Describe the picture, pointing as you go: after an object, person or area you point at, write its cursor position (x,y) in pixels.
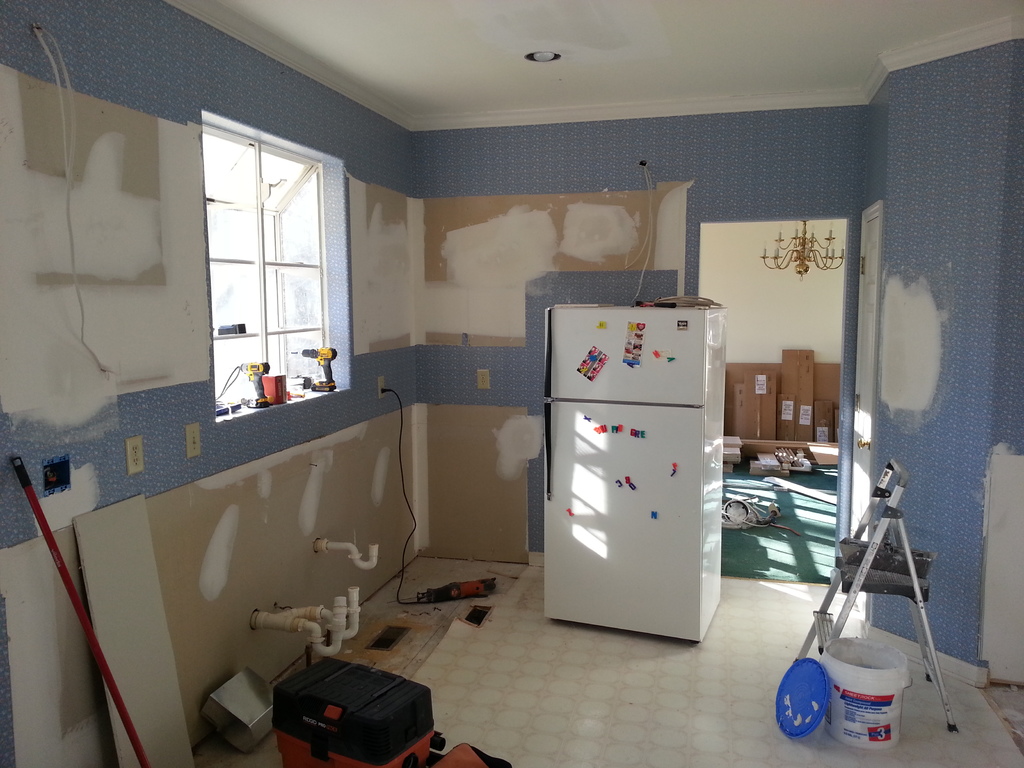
This is an inside view of a room (616,706). Here I can see a refrigerator (589,474), bucket (857,683), a metal stand (889,522), boxes (758,417) and some other objects (224,714) are placed on the floor (607,726). On the left side (236,267) there is a window (236,266) to the wall (134,282) and I can see few electronic devices (322,366) on the window (241,378). The wall (718,154) is painted with blue color.
